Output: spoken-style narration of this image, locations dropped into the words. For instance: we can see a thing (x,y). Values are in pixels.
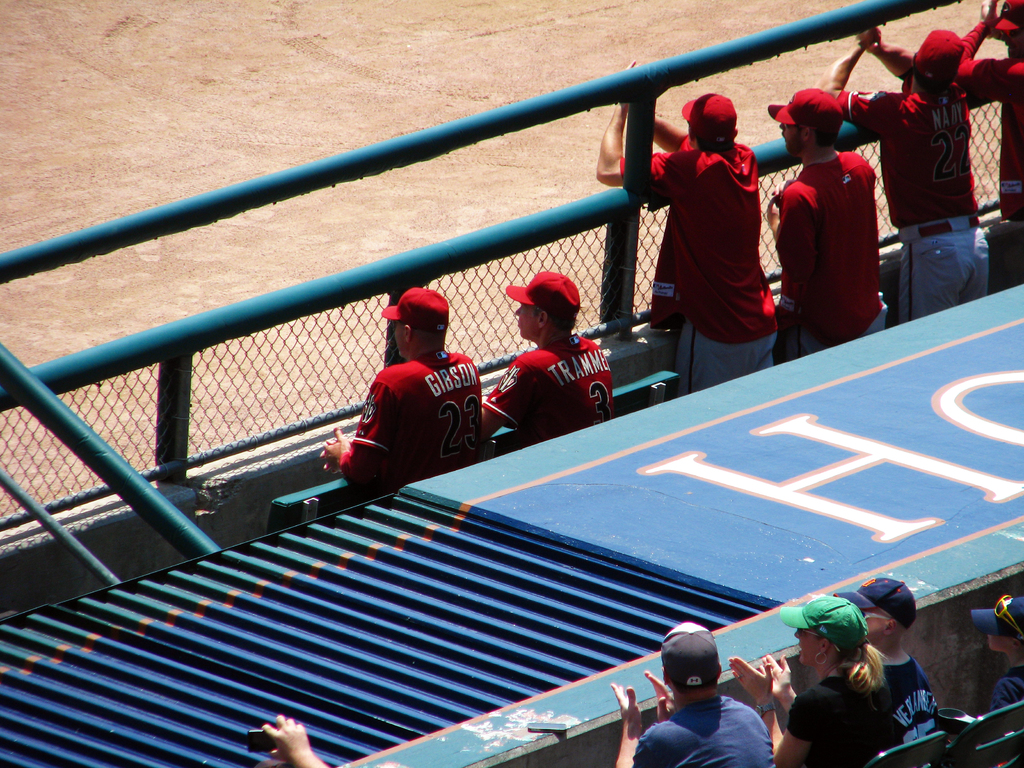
In this image we can see a few people (974,240), among them, some are sitting on the chairs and some are standing, also we can see the fence (378,345), ground (152,190) and a roof (929,491).
